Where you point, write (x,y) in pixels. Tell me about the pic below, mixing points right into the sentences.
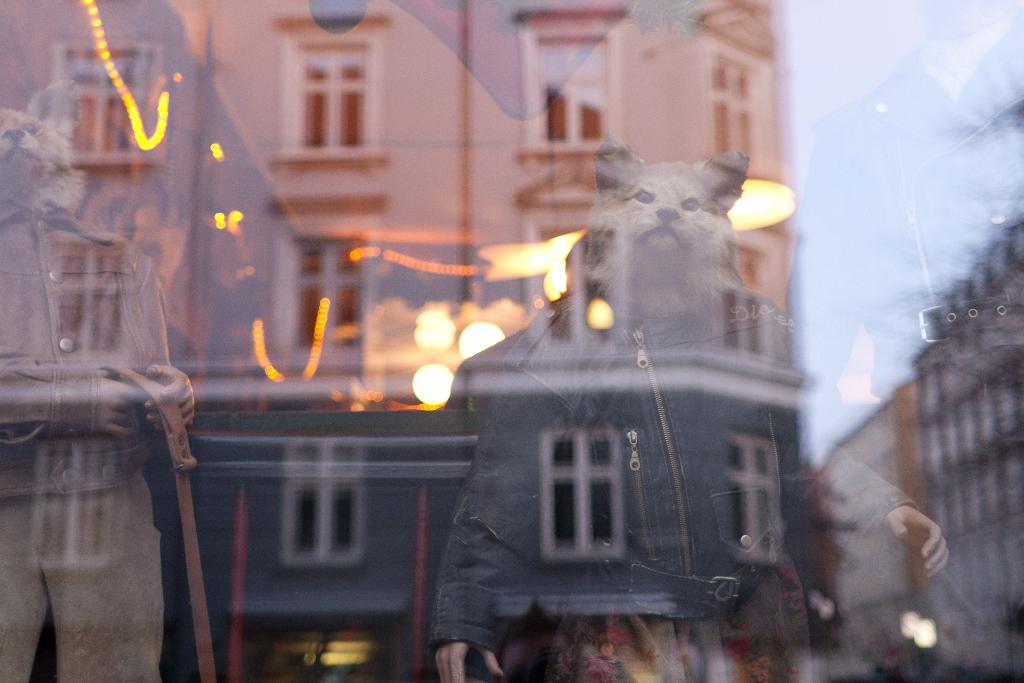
In this image we can see mannequin dolls (75,405) having animals face (603,252) and wearing dresses (106,501). Here we can see the glass (649,43) on which we can see the reflection (604,51) of buildings (207,148) and the sky (862,97).
